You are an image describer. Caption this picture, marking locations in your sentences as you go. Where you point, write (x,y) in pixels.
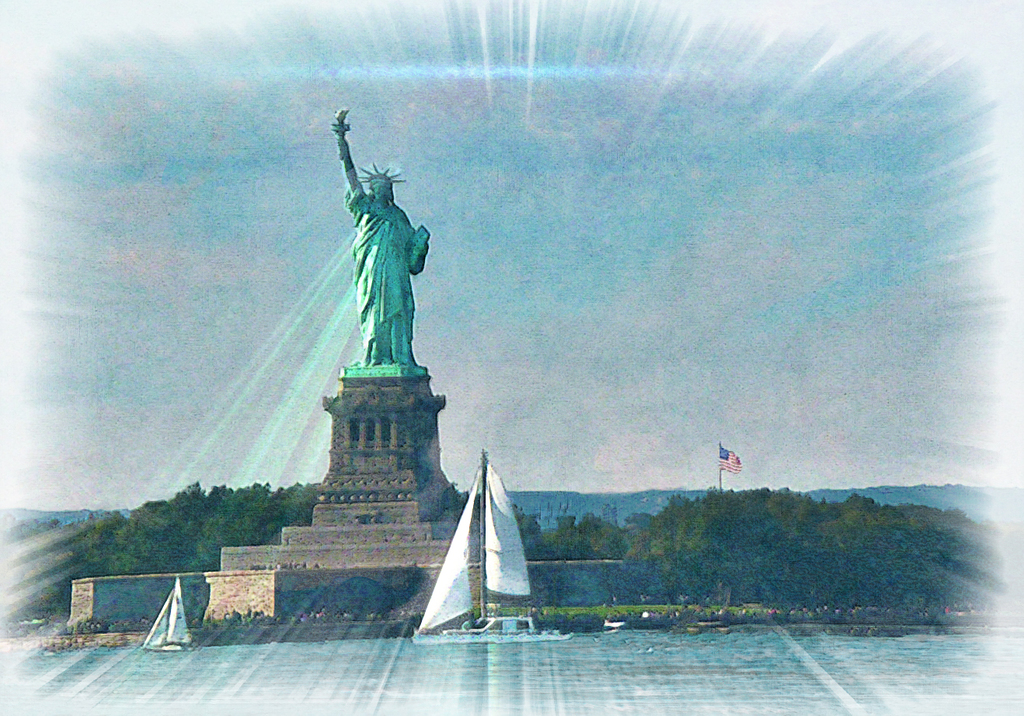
In the picture we can see a photograph of a liberty statue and besides to it, we can see some water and in the background (600,537), we can see some trees (587,535), flag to the pole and a sky (581,117).
